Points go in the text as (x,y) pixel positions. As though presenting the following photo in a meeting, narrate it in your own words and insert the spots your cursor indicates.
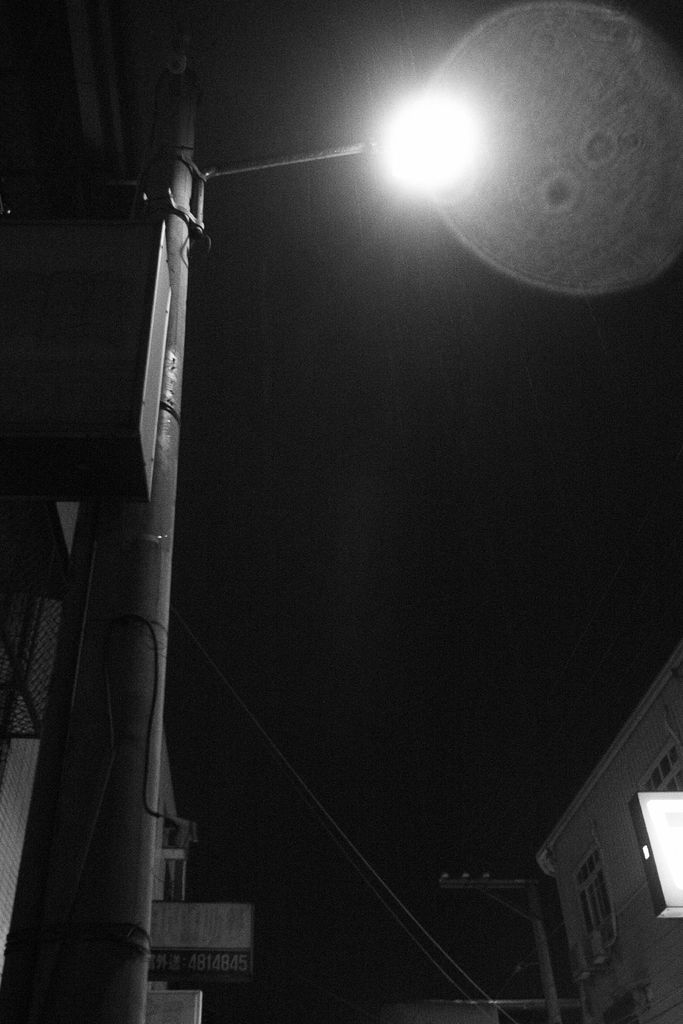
In this image I can see the light pole (149,509), background (576,941) I can see few buildings (596,907) and the sky (410,563) is in black color.
